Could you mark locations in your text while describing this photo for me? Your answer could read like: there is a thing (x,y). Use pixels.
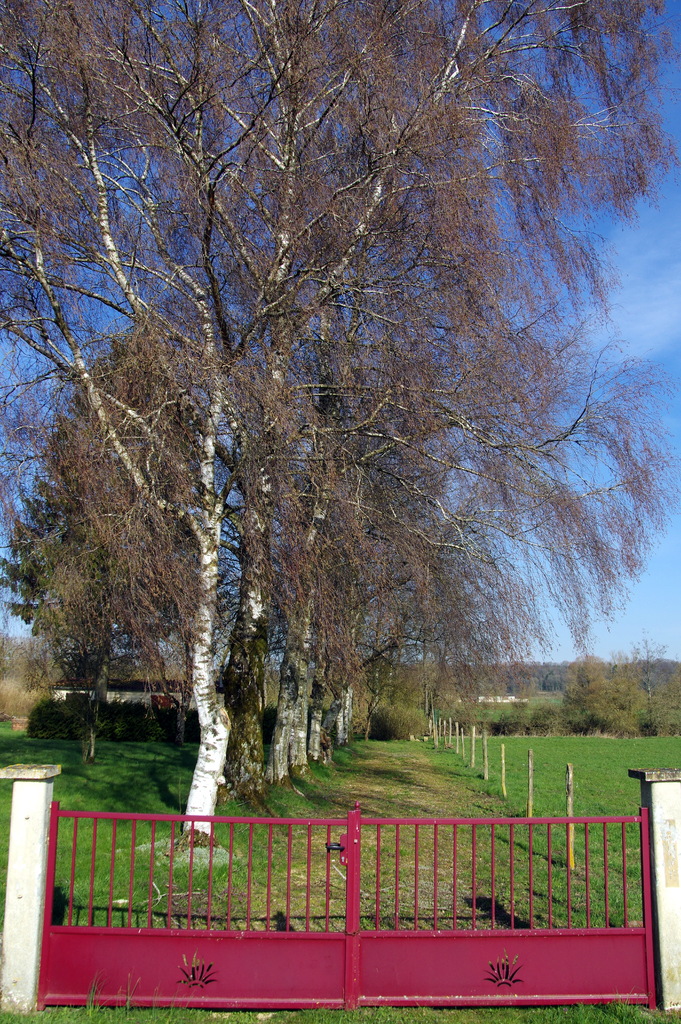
There is a gate (378,846) attached to the two white color poles (28,933). In the background (542,747), there are poles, trees (404,685), plants (549,716) and grass (663,756) on the ground (470,773) and there are clouds (665,330) in the blue sky (625,309).
